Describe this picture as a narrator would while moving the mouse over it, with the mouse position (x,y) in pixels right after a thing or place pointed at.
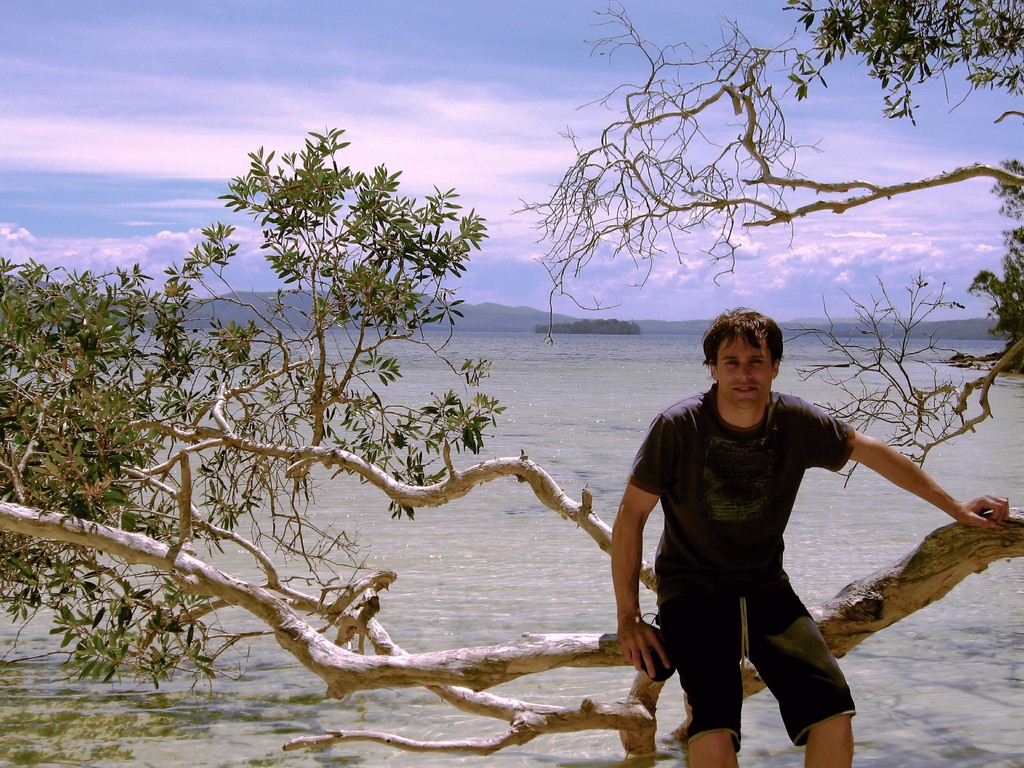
In this image I can see a person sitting on the tree (128,430) and the tree (135,410) is in green color. Background (604,345) I can see water (604,359), mountains (212,305) and the sky (243,235) is in blue and white color.
